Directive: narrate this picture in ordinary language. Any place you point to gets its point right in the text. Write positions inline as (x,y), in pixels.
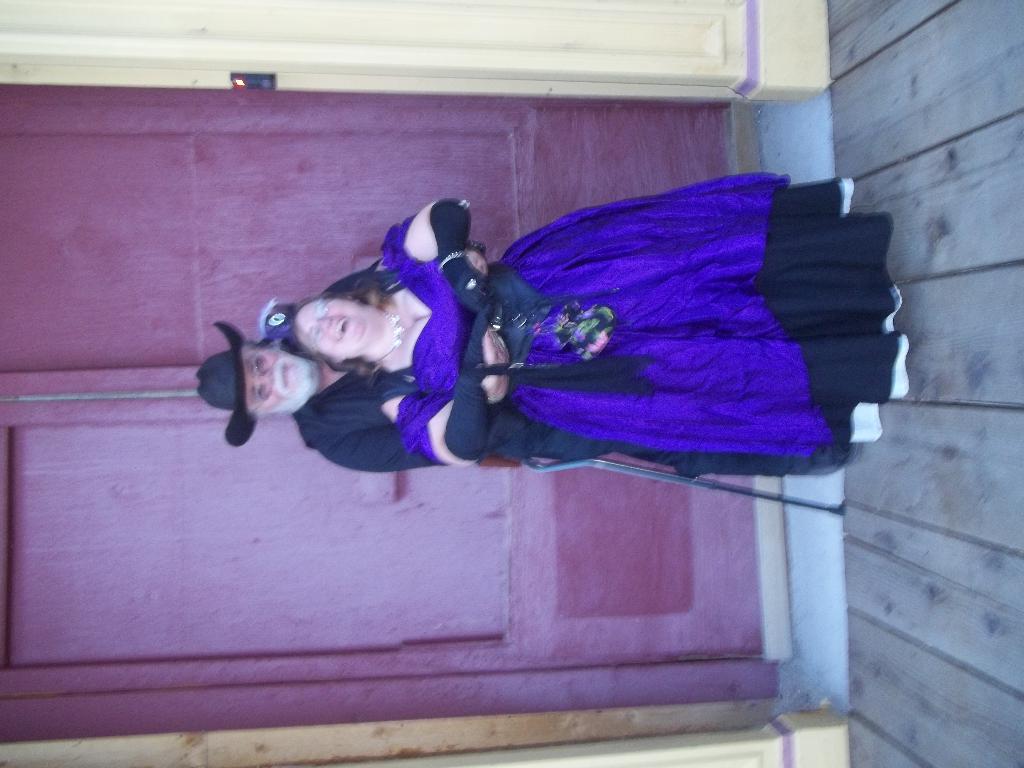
In the image there is an old man (325,424) with black dress (314,414) and hat (243,387) is standing and holding a woman (465,277) in violet dress (598,232) in front of him, and behind them there is a door (256,210), the floor (922,668) is of wood (895,238), this is an inverted image.
